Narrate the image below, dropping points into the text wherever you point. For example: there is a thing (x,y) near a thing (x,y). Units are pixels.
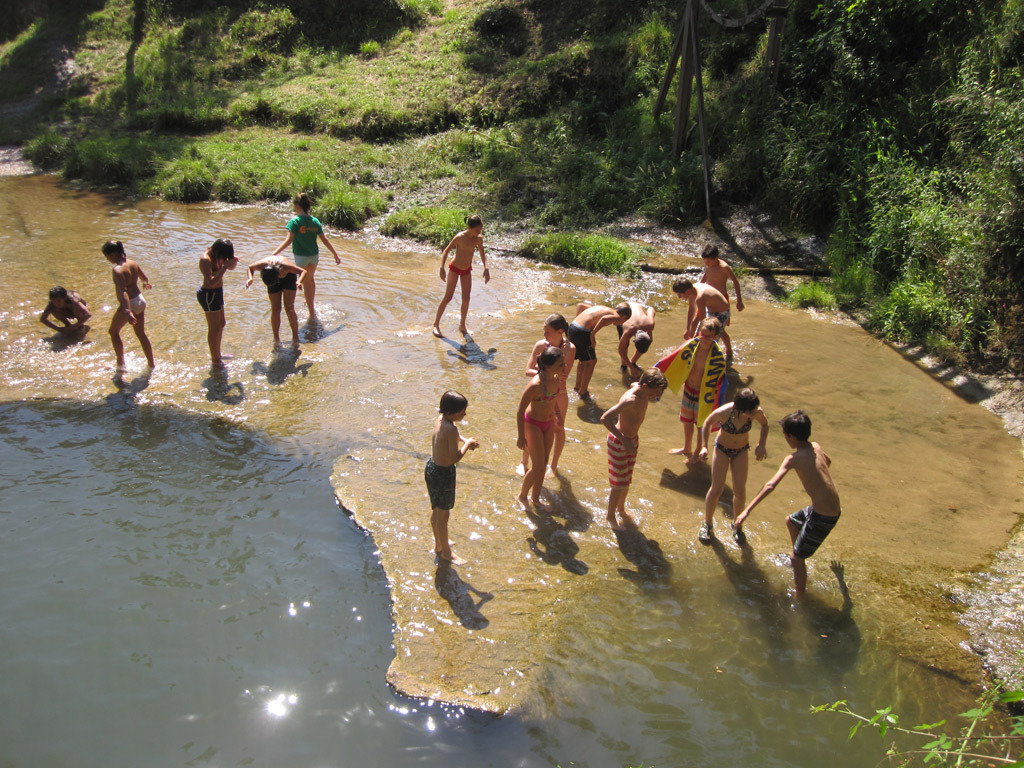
In this picture I can see few people (578,379) are standing in the water (462,428), side there are some trees (857,98) and grass (293,70).
